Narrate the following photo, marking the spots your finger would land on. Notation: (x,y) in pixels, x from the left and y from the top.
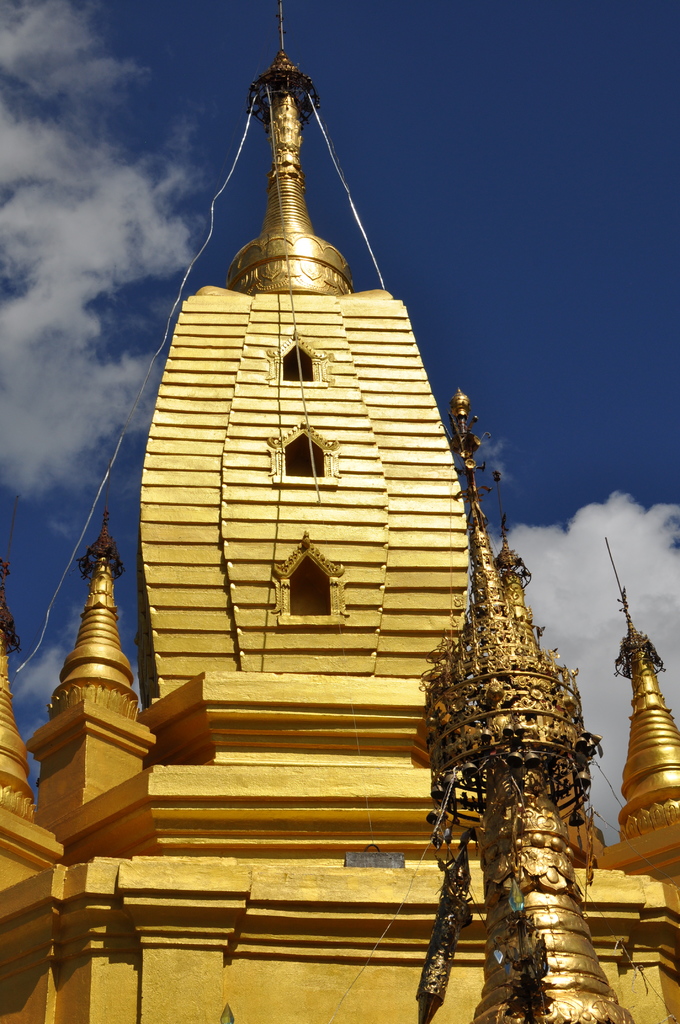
In this image there is a temple (350,686) painted in golden color. Background (153,90) there is sky (401,230) with some clouds (595,576).
